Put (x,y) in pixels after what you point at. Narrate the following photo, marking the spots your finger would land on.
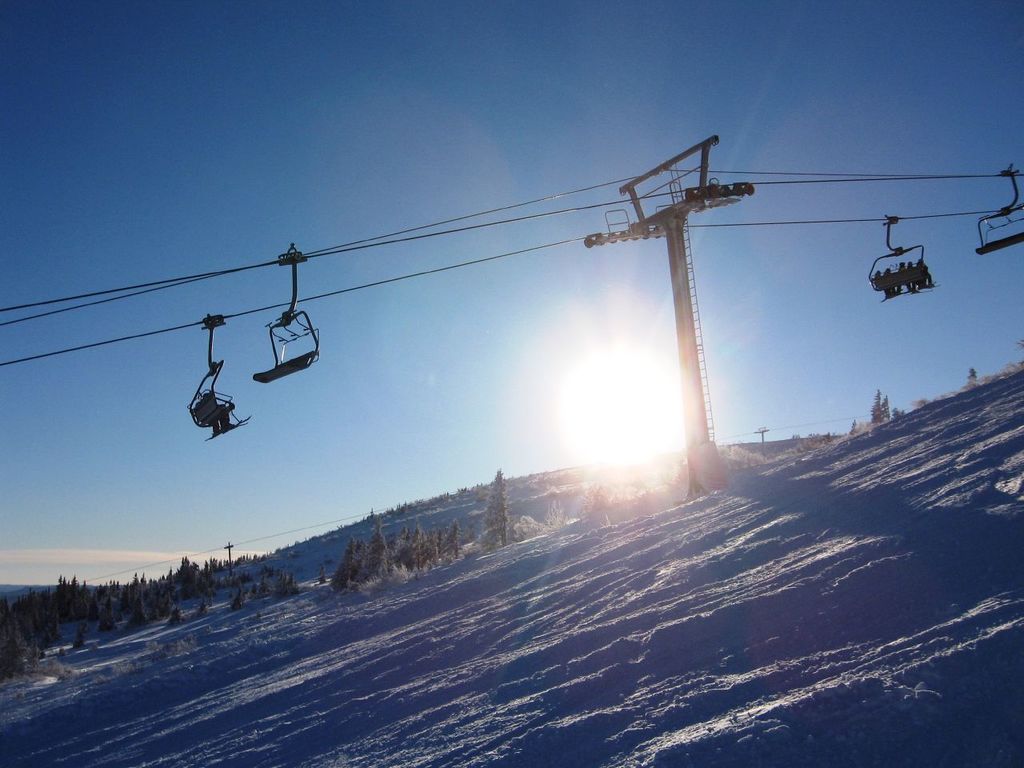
In this image I see the snow (535,647) and I see pole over here and I see the wires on which there are ropeways (296,323) and I see few persons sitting on it. In the background (19,615) I see the trees (62,602) and I see the sky (403,271) and I see the sun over here.
